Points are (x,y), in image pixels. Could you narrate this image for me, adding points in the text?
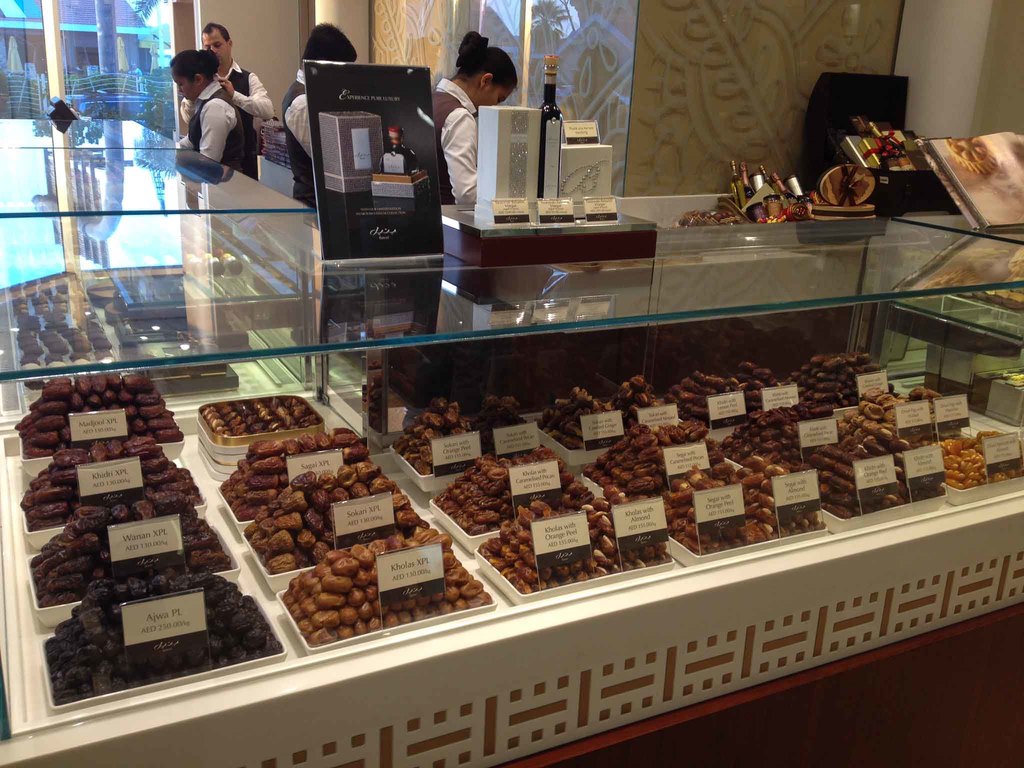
In this image, there are a few people (470,153). We can see some food items (227,634) in containers (529,594). We can also see some posters (659,545) with text (889,472). We can see some glass (568,115) and a few bottles (544,114). We can see the wall (788,127) and some pillars (939,20). We can also see some objects (286,155).
